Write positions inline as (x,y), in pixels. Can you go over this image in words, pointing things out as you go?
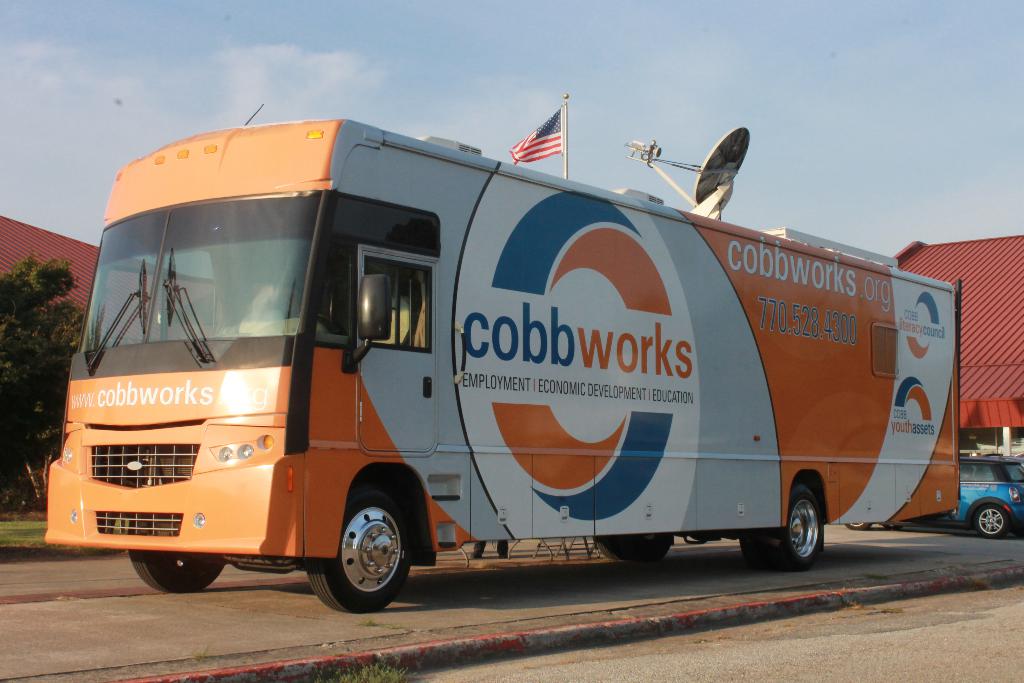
We can see vehicles (655,521) on the surface (514,577) and we can see flag (560,135) with pole (565,147), dish antenna (737,147) and tree (39,353). In the background (65,238) we can see rooftops (974,334) and sky (409,55).
